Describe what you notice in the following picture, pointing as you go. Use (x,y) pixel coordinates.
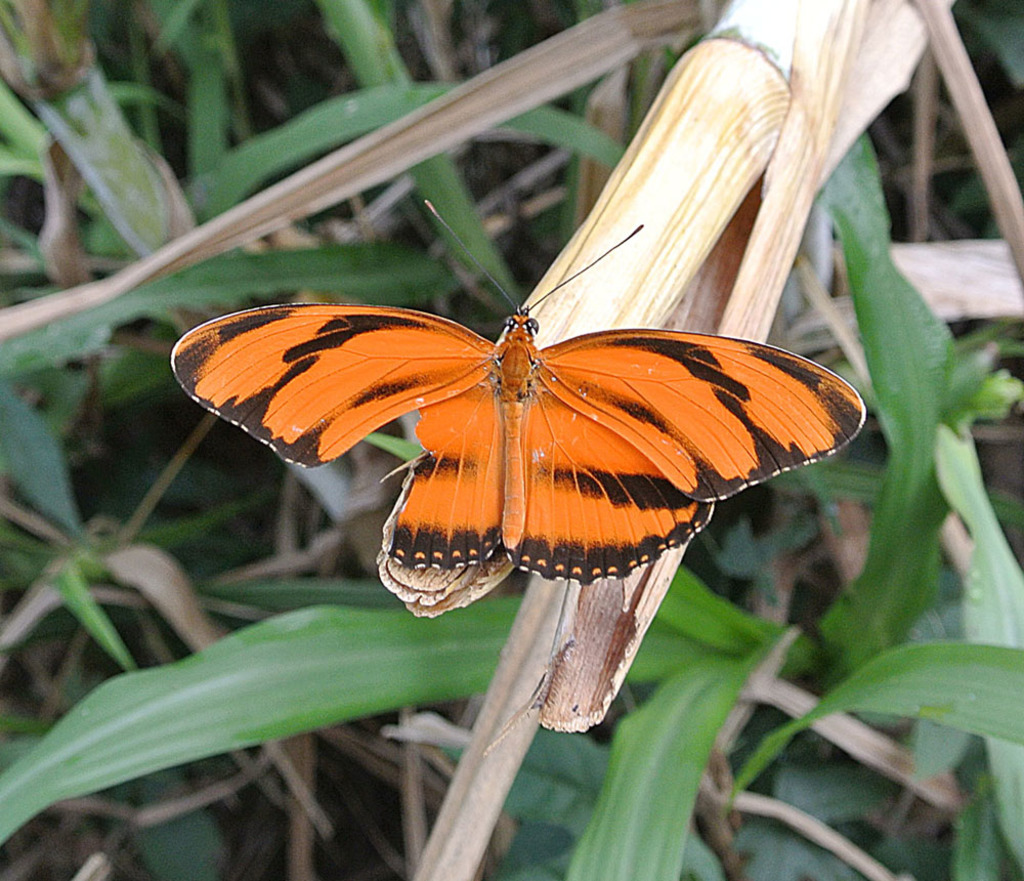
In this image we can see one butterfly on the object (647,316) looks like a sugarcane plant (698,169) and some plants (206,546) on the ground (1002,325).
